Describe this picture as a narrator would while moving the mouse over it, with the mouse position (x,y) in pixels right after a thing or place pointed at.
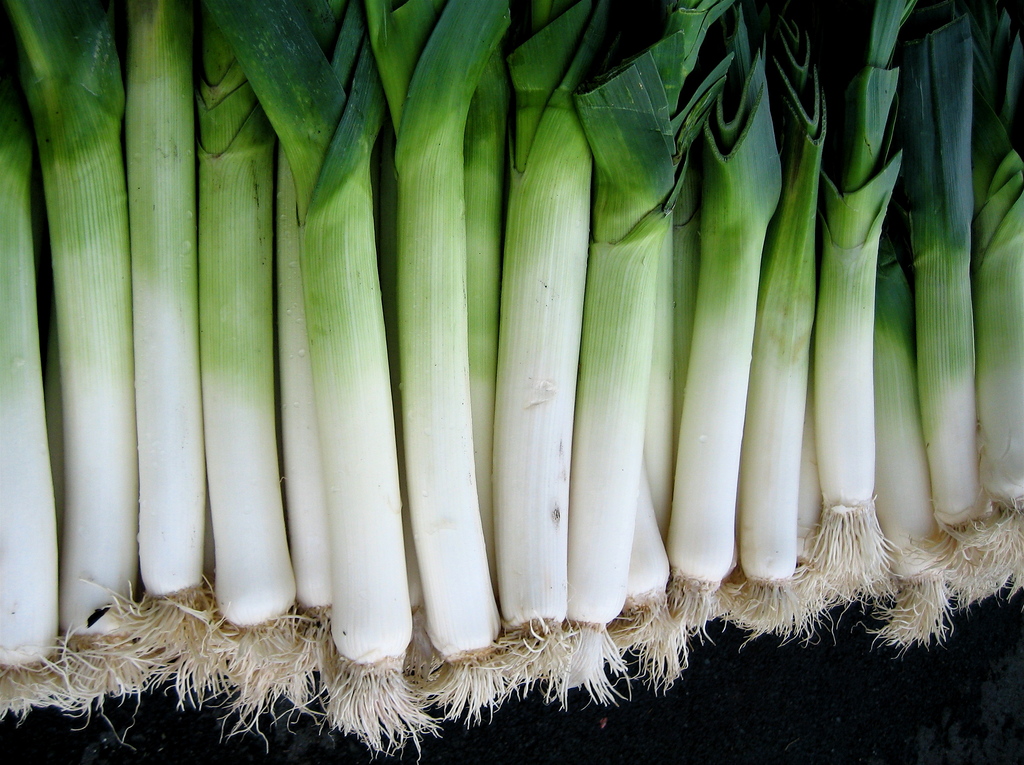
In the image we can see leeks (459,514) on the dark surface (867,721).
